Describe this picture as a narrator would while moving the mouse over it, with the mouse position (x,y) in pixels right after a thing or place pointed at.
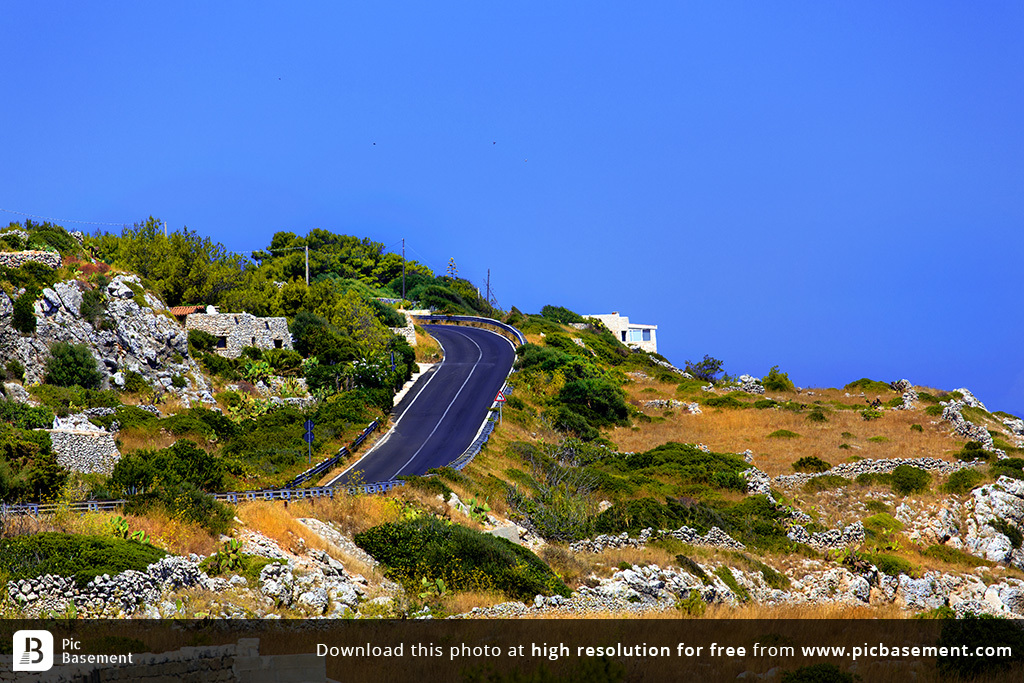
Here in this picture, in the middle (412,427) we can see a road (438,423) present and beside that on the ground (484,482) we can see grass (576,559), plants (488,542) and trees (322,331) present and we can also see houses (641,343) present in the far and we can also see rock stones (796,580) present and we can see some poles (488,293) present and we can see the sky (455,155) is clear.
